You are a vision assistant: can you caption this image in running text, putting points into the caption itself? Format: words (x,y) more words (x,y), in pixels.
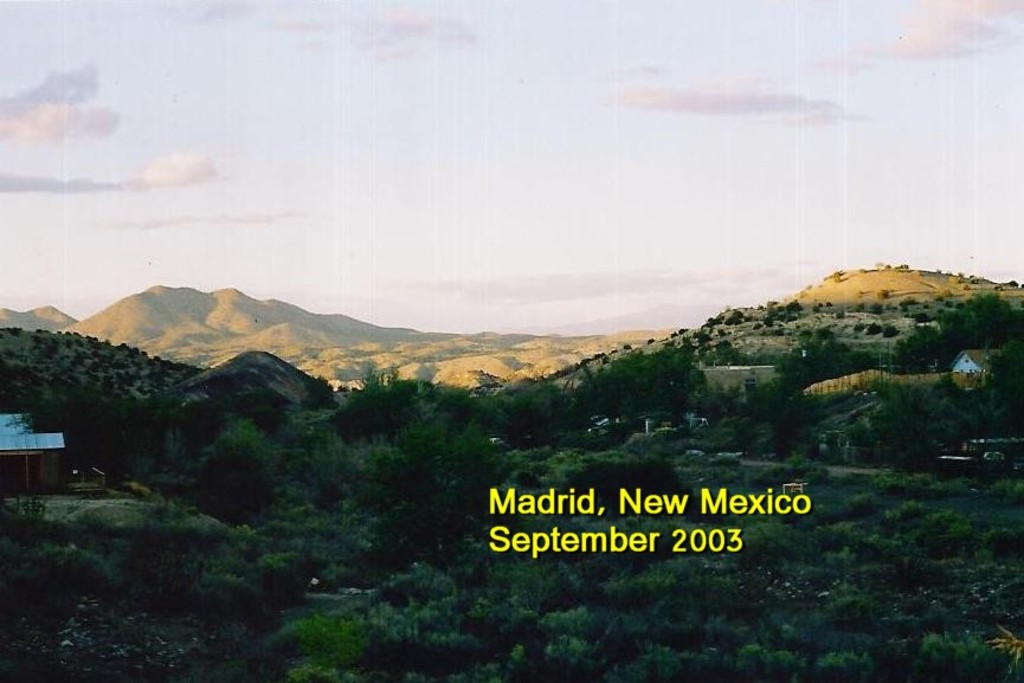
In this image there are trees (355,524) and on the left side (19,460) there is a shelter (22,462). In the front (641,533) there is some text (593,541) written on the image. On the right side (736,384) there are houses (749,390) and in the background (318,328) there are mountains (836,298) and the sky (465,119) is cloudy.
